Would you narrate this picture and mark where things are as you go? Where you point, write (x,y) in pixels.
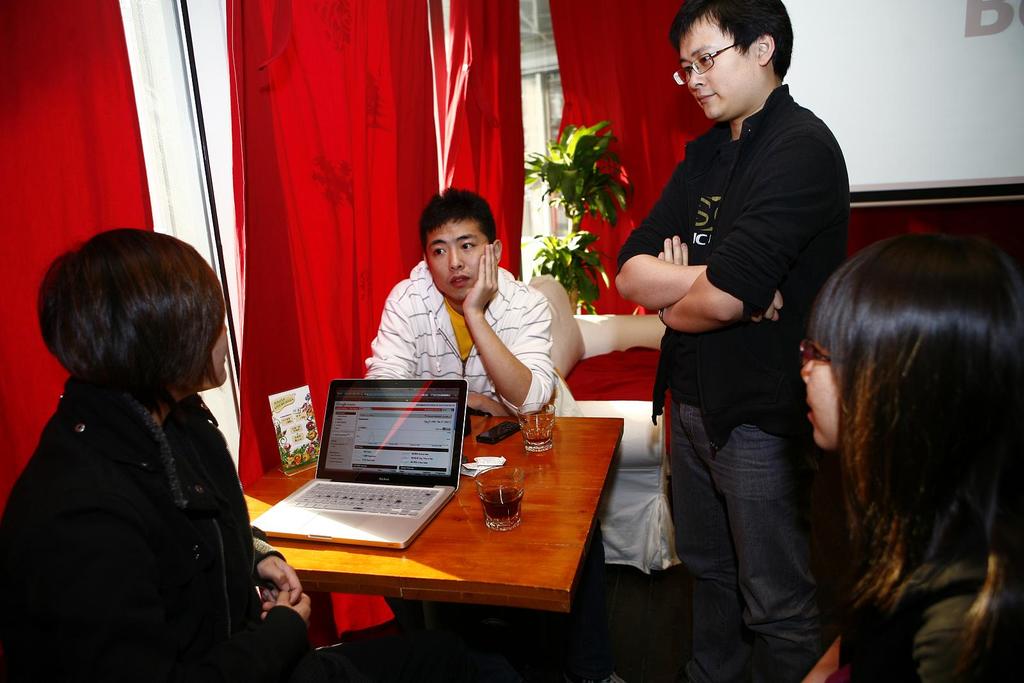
There is a room (520,364). There are four persons (679,511). The 3 persons (504,308) are sitting on a chairs (634,516). On the right side (692,508) we have a person (701,286). He is standing. He is wearing spectacle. There is a table (582,447). There is a laptop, poster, mobile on a table (474,455). We can see in background (882,28) curtain (594,227) and white color wall (830,31).
